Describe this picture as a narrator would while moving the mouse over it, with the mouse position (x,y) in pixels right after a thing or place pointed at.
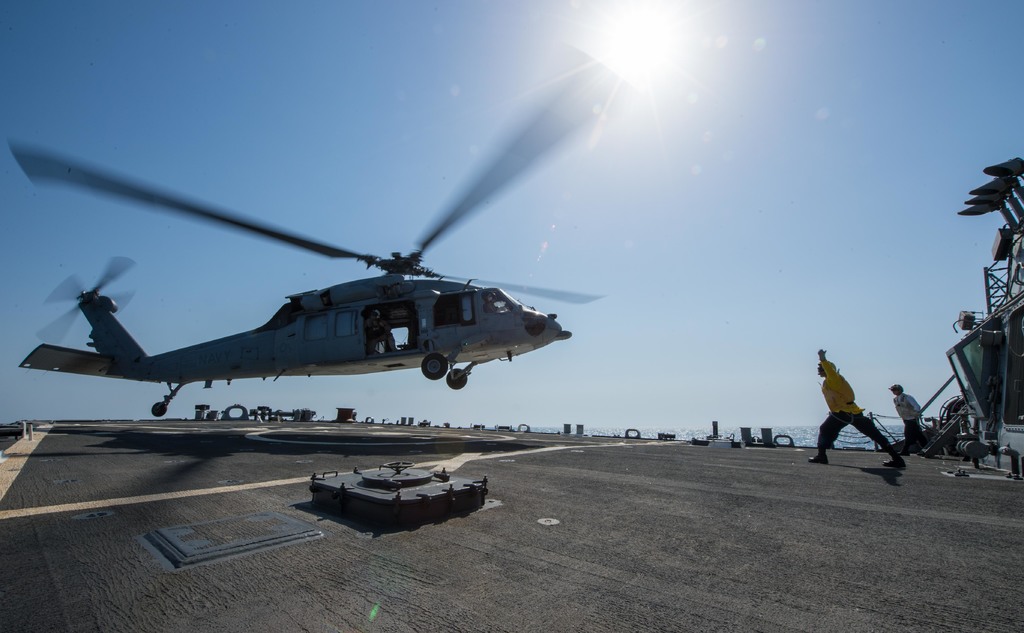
In this image, there are a few people (832,378). We can see a helicopter (285,338) and the ground (198,449) with some objects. We can also see some water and the sky (776,191). We can also see some objects (986,417) on the right (989,404).
